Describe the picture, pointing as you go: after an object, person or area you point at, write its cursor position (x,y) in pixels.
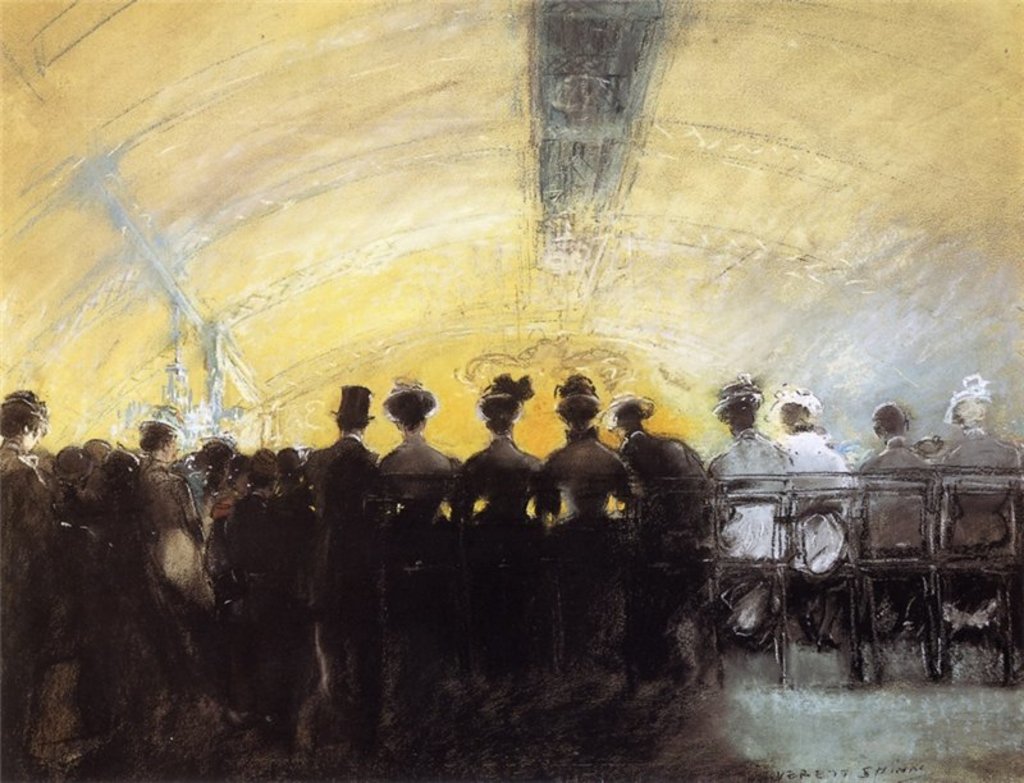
In this image we can see a painting (508,562) of a group of persons (424,558). Some persons (671,506) are sitting on chairs (883,554).
